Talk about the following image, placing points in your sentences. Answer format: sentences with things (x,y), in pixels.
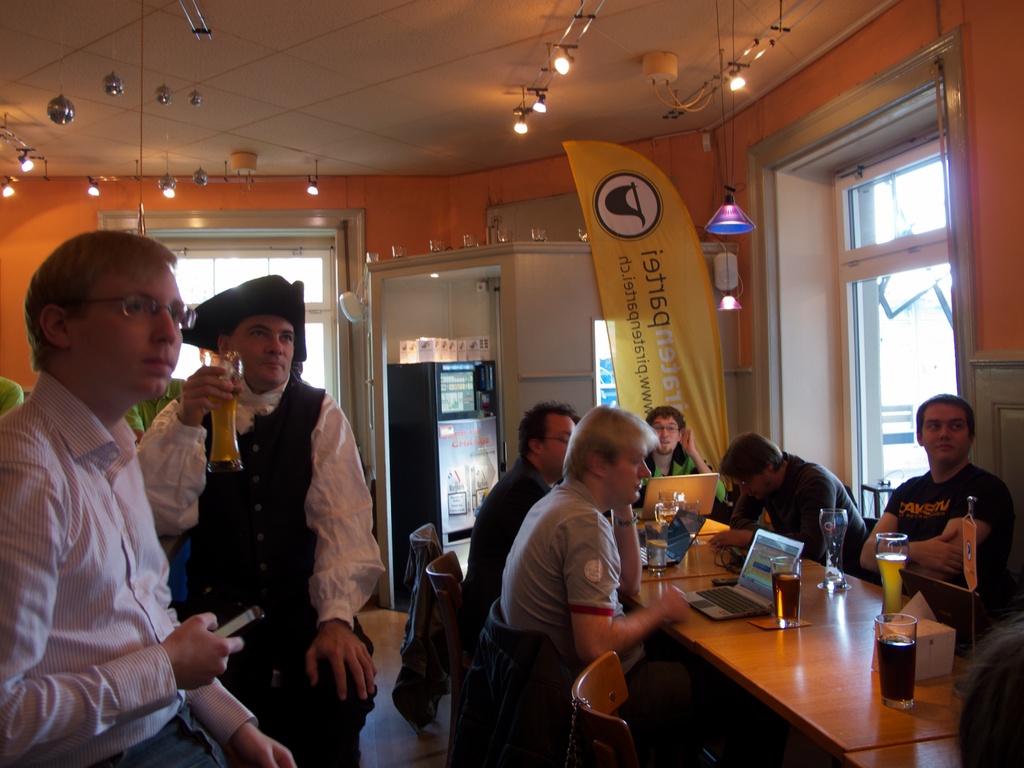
There are few men (614,607) sat on chair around the table (695,629) with laptop (711,597) and beer glasses (793,594) in front of them. It seems to be bar (376,493), there are window (859,367) towards right side (870,333) and there are ceiling lights (557,68) over the top and there is a refrigerator (444,484) at back (448,400) side. has a banner (632,357) at right side (696,371) corner.
